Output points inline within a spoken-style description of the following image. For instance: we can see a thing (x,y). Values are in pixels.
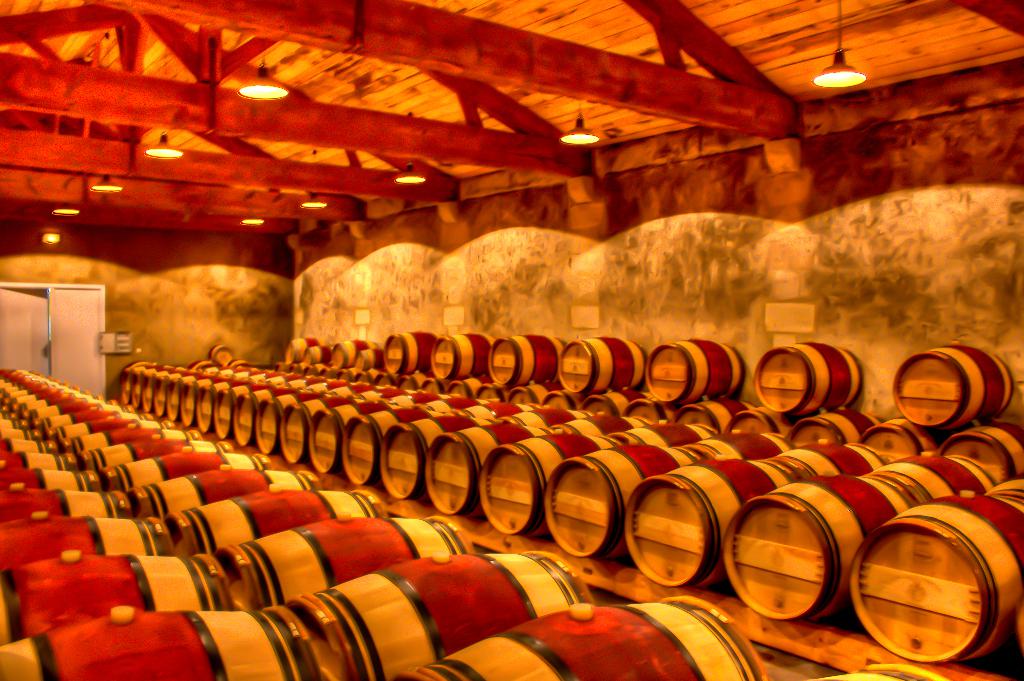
This picture is inside view of a room (575,411). We can see some drums (520,524) are present. In the middle of the image (508,276) a wall (551,250) is there. At the top of the image (570,102) a roof (547,19), lights (579,119) are present. On the left side of the image (92,313) door (84,324) is there.
